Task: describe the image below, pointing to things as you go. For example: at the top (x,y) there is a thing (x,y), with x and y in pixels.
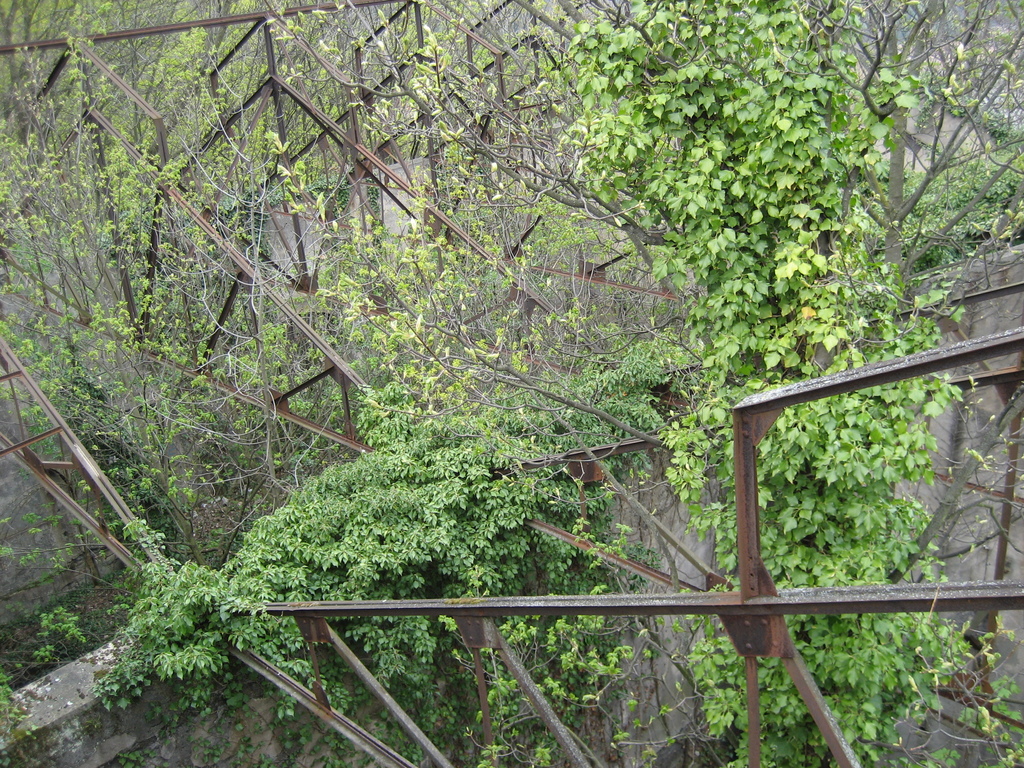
In this image we can see the stone wall (54,682), iron rods (586,480), creepers (675,31) and the trees (976,153) in the background (907,147).
